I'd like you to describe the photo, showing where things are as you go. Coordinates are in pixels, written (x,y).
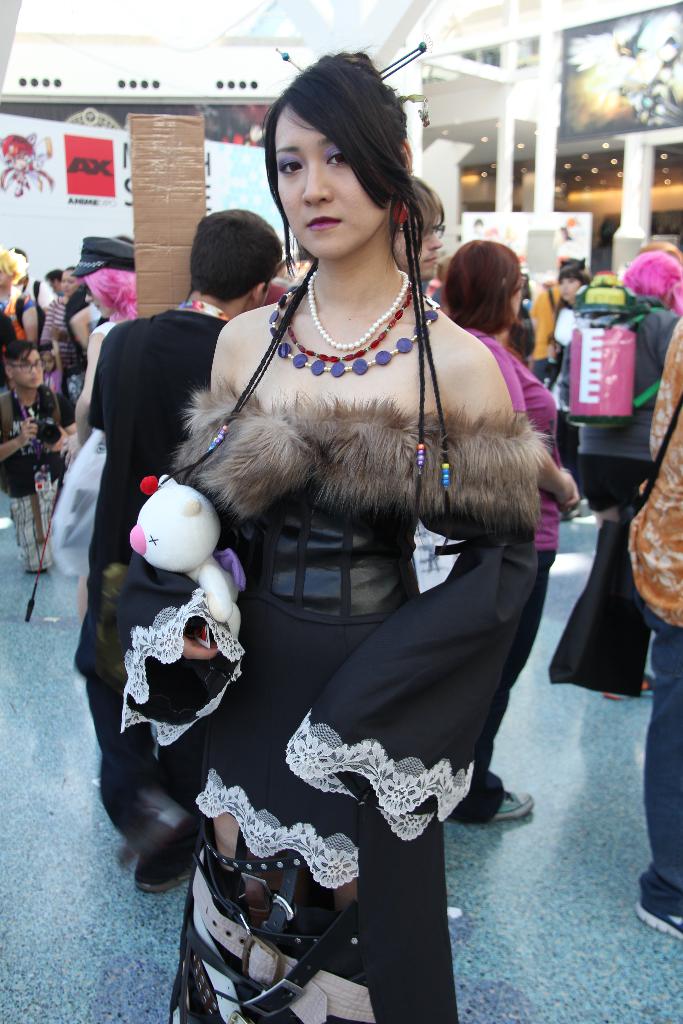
In the image we can see a woman (391,551) standing, wearing clothes (316,552) and neck chain (382,323). She is holding a toy (202,568) in her hand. Behind her there are many other people (4,339) standing and one is sitting. This is a floor (555,854), pillar (642,236), poster (90,166) and a light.
